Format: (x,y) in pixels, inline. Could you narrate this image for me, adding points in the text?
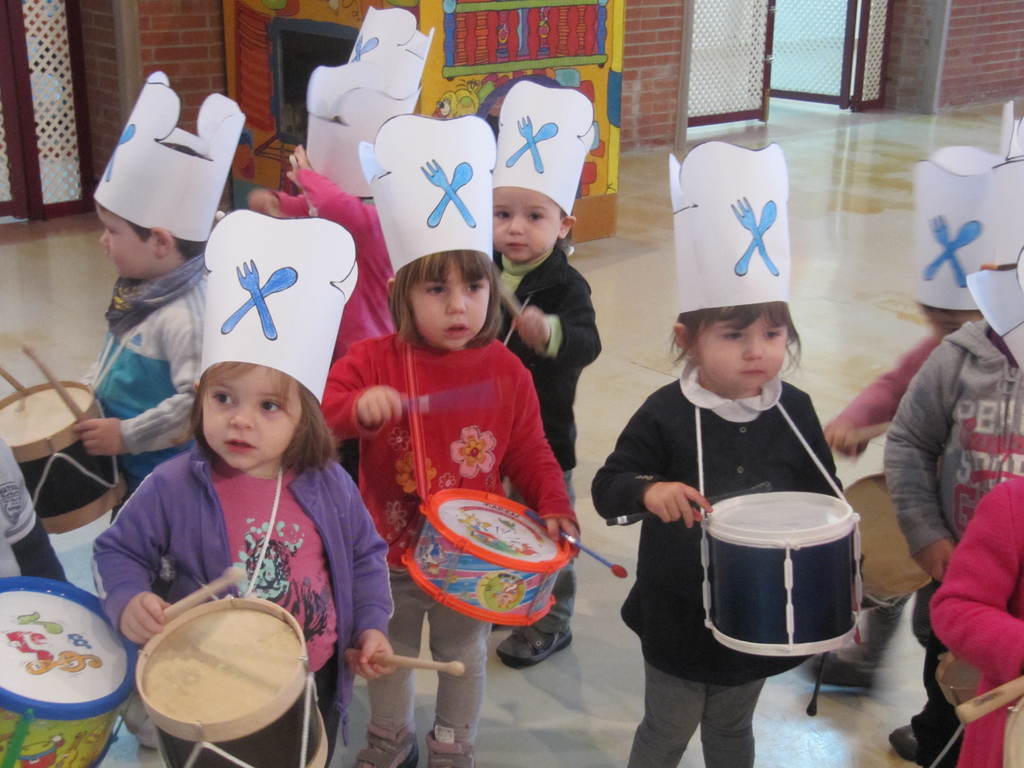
In this image I can see the group of children (387,460) holding the drums (808,620).
